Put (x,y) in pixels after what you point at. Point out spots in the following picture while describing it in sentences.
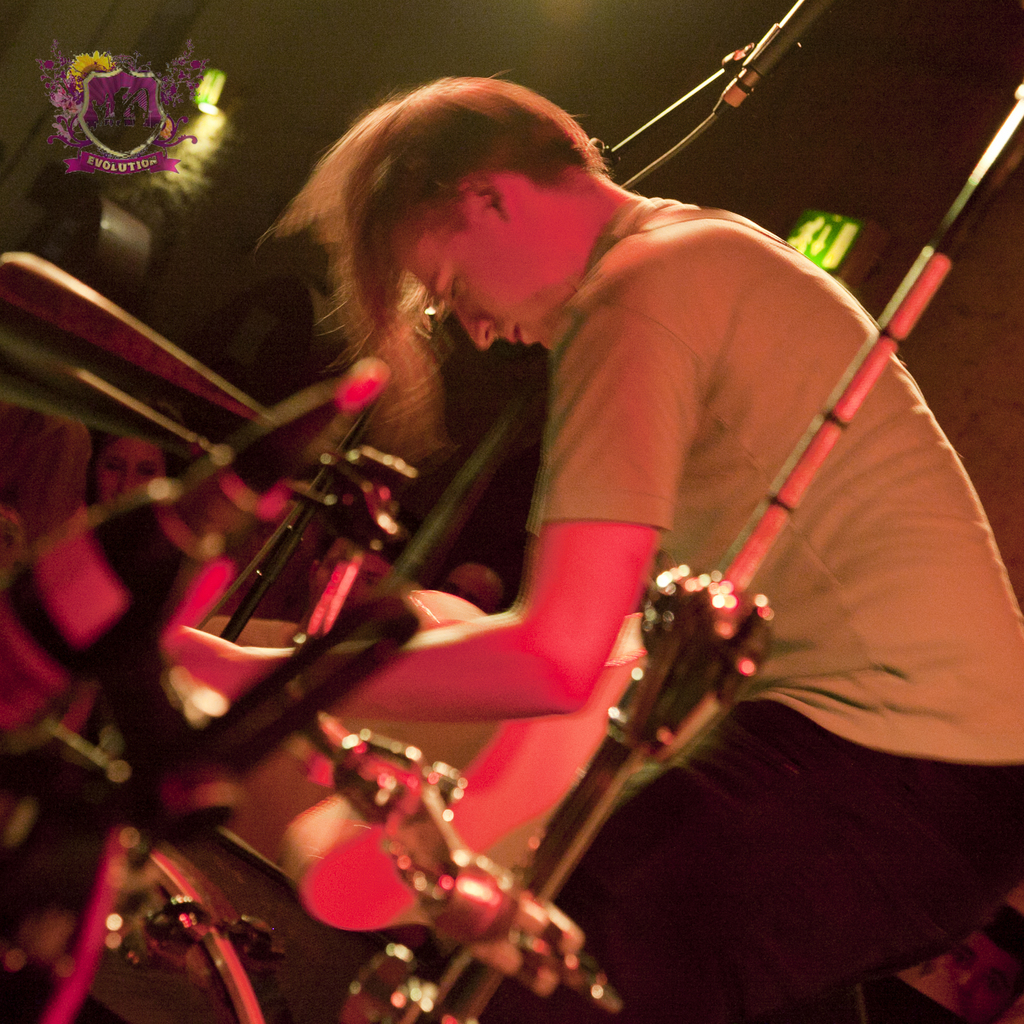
In this image on the right (710,549), there is a man (903,559), he wears a t shirt (807,570), trouser (784,885). In the middle (678,660) there are musical instruments (336,385), mics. In the background (168,450) there are people (147,475), sign boards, lights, logo (151,153) and text (105,169).
